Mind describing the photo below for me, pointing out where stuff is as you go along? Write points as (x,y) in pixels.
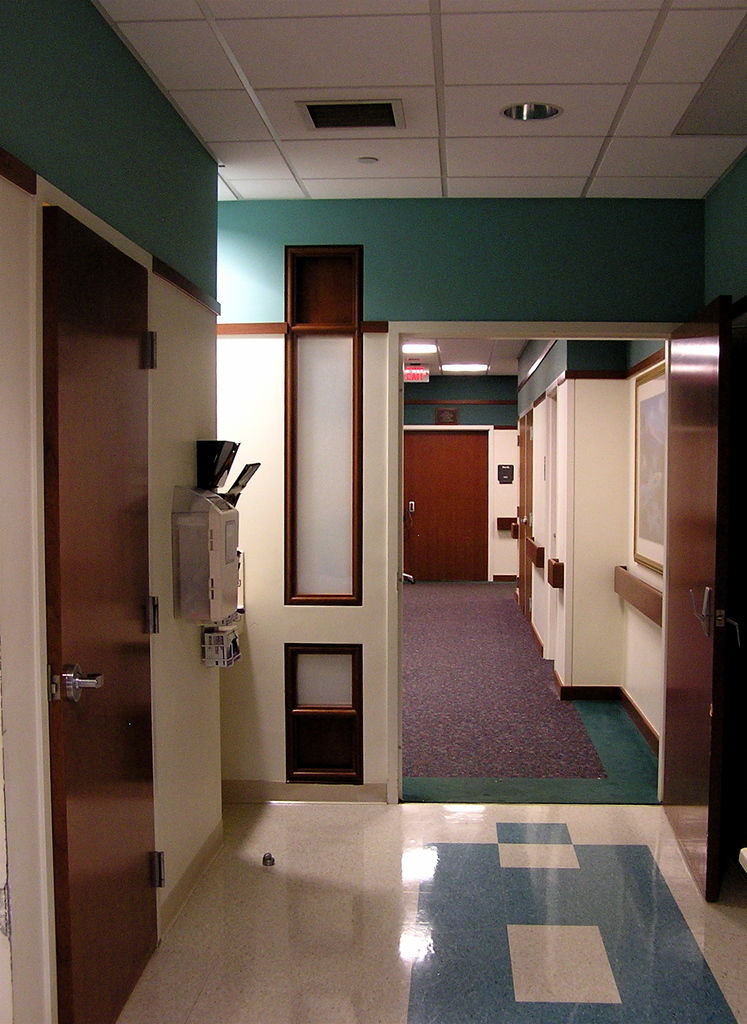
In this picture we can see the ceiling (414,341), lights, boards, floor (626,947), doors (434,524) and few objects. We can see the carpet (566,764) on the floor (621,957). On the right side of the picture (661,546) we can see a frame (650,565) on the wall (650,579).
